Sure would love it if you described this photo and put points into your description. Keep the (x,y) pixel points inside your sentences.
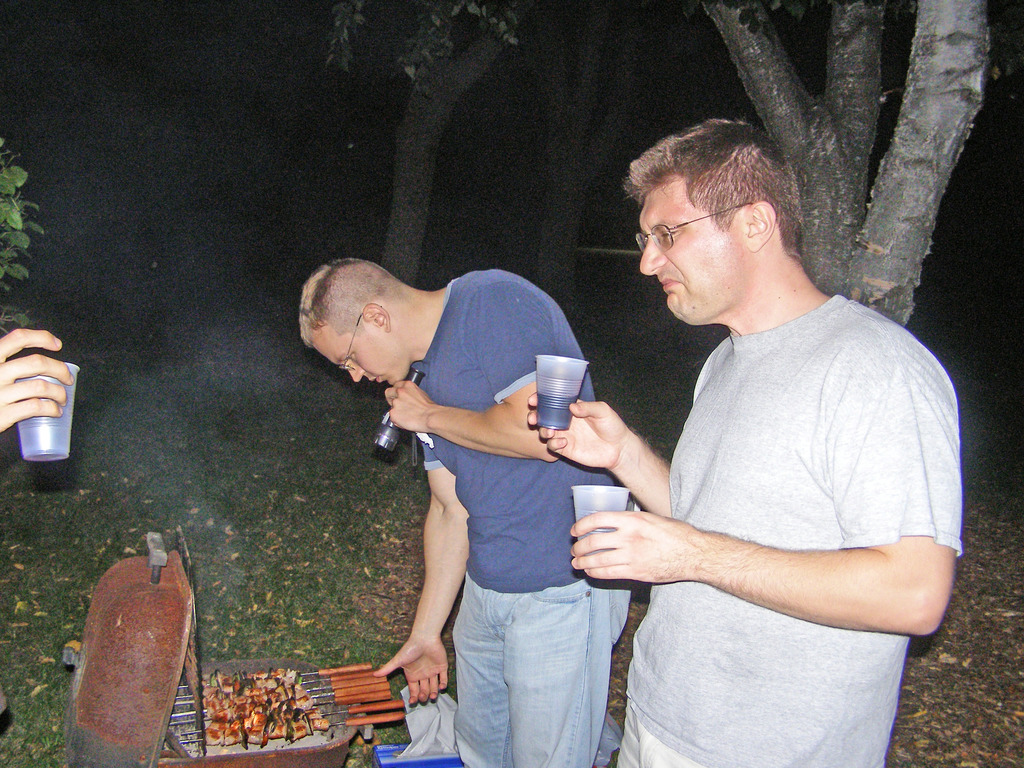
Here men (718,675) are standing holding glass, these are food items (261,706) in the container (322,756), these are trees (924,62).
